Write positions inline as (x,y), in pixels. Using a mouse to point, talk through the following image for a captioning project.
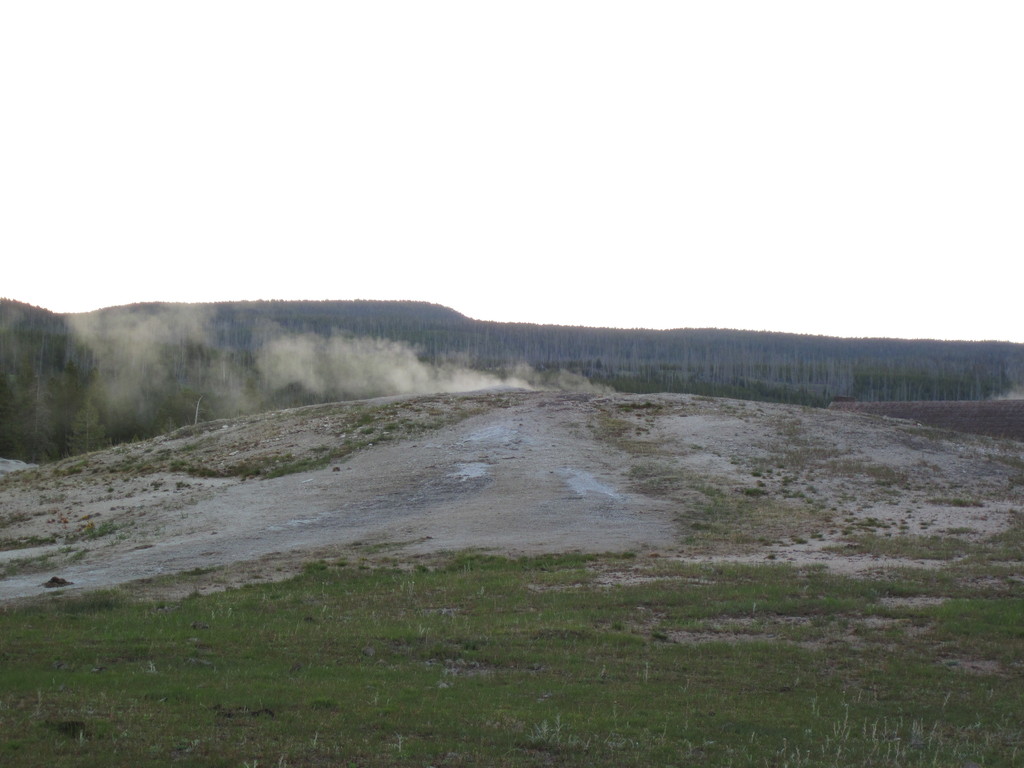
In this image there is a hill view (421,347) and smoke (401,347) visible in the middle (347,347), at the top (681,142) there is the sky (681,142).
